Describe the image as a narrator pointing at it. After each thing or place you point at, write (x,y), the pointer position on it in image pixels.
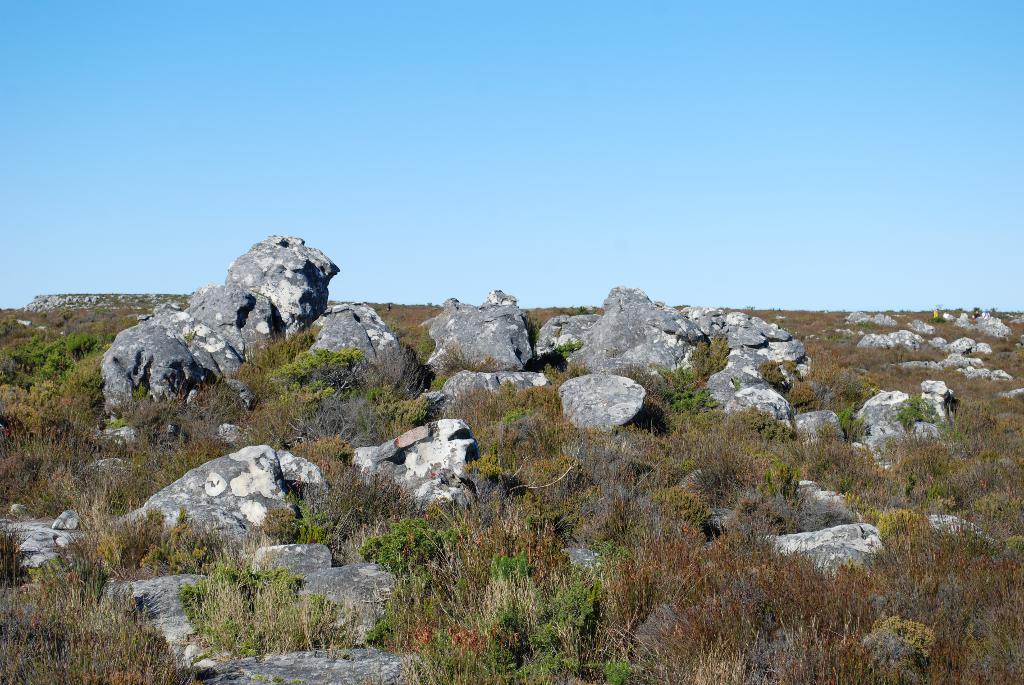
In this picture we can see few rocks (90,301) and plants (527,517).
